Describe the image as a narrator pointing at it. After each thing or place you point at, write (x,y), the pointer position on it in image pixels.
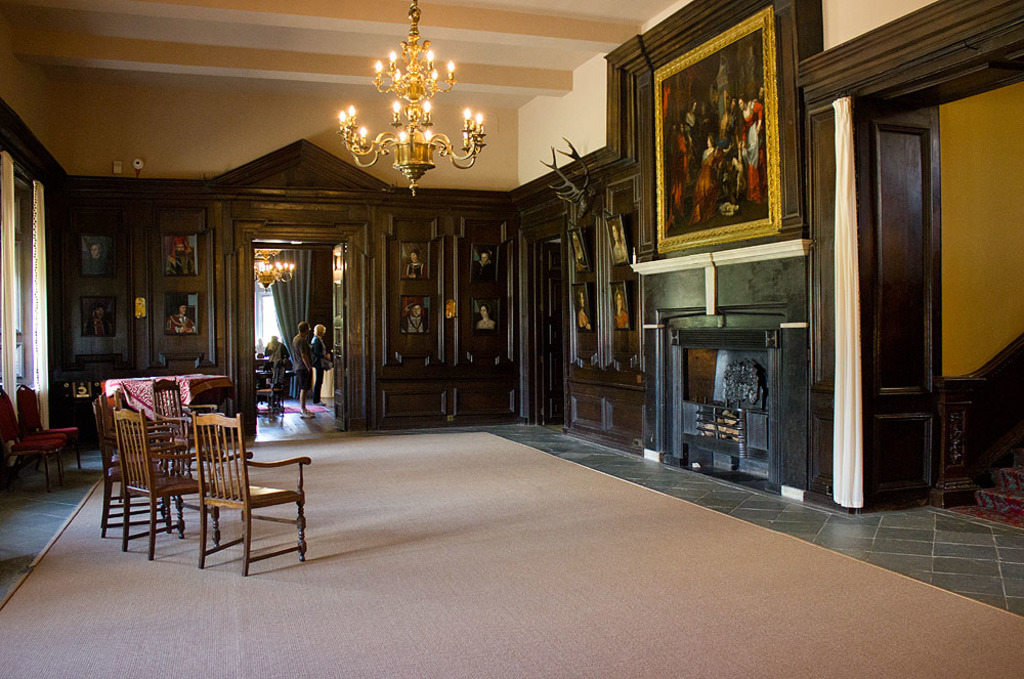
In this image we can see a room (512,466) with a wall (505,359) decorated with wood (818,408). There are some photo frames (683,151) on the wall (799,93). On the left (14,313), we have curtains (12,234) and chairs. In the middle (353,445) we have a carpet (431,563) and some more chairs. In the right bottom (1007,483) we have a staircase (1005,468) and in the background (317,350) we can see some people (302,339).
